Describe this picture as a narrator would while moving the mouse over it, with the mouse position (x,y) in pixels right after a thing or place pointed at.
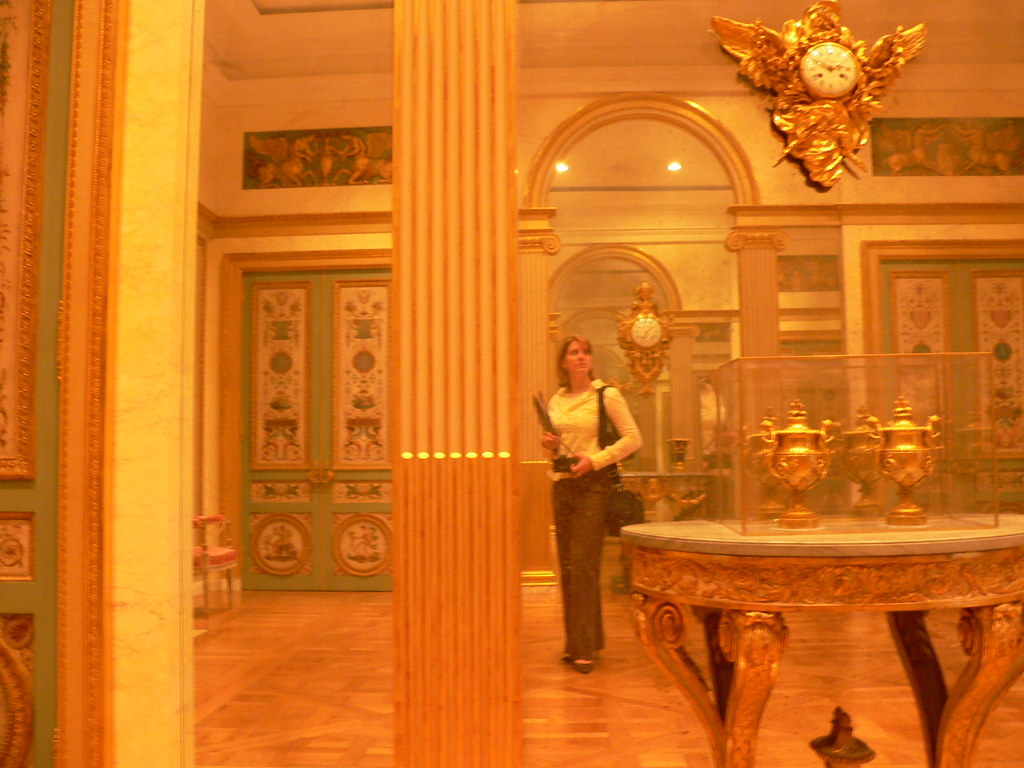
This is the picture taken in a room (525,441), the woman (555,452) is standing on a floor (563,677). behind the woman (564,433) there is a glass (620,284) with reflection (654,344) of a clock (653,330).
